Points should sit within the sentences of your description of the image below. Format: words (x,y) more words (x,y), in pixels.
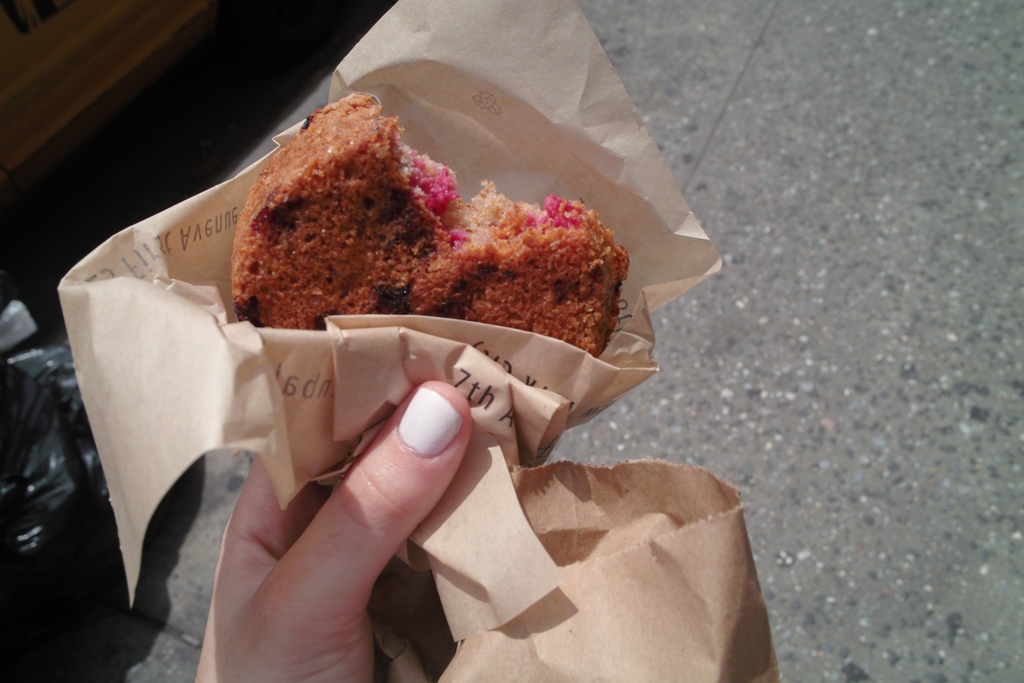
In this image, we can see a human hand (308,589) is holding a food item (285,216) with paper (456,334). At the bottom (648,558), we can see a carry bag (665,601). Background (825,434) there is road (789,379). Left side of the image (42,442), we can see black cover (87,460) and some object (43,133).
